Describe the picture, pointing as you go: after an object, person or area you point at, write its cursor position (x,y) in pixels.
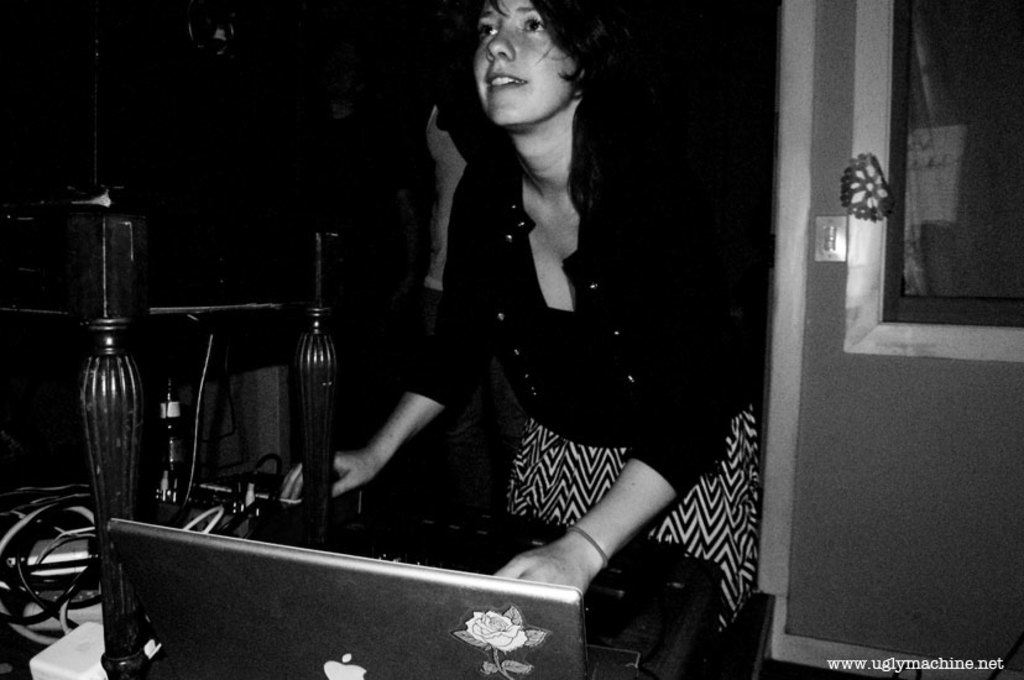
This is black and white image in this image there is a lady (588,377) standing, in front of her there is a table (138,649) on that table (677,594) there is a laptop (436,645), in the bottom right (971,663) there is text (991,662).
